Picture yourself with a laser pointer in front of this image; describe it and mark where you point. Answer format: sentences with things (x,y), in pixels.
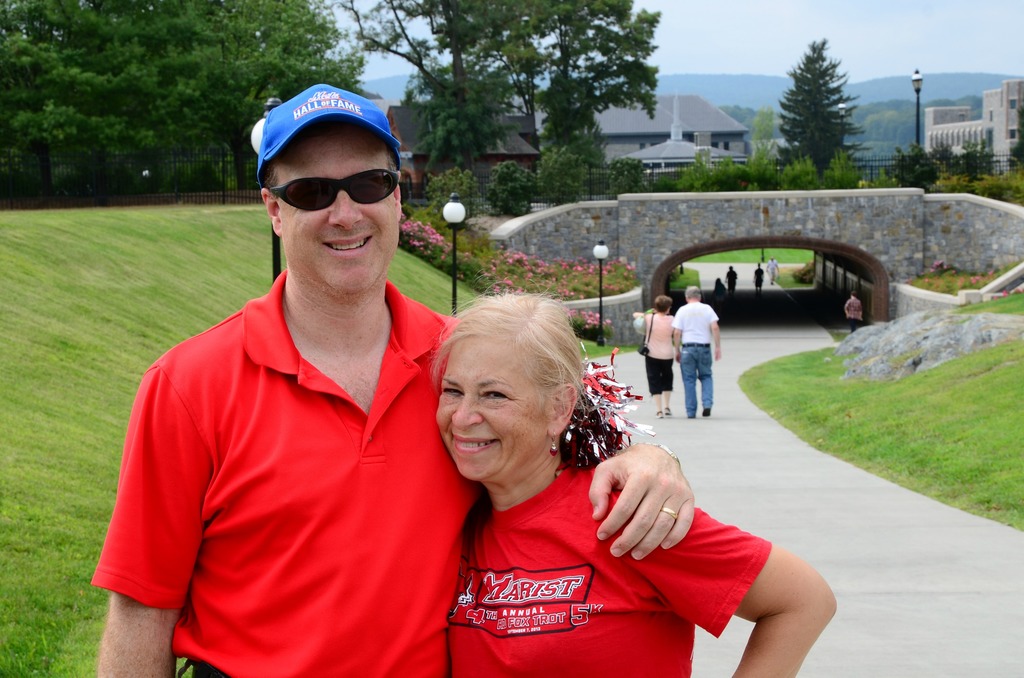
In this picture in the front (319,301) there are persons (427,414) standing and smiling. In the center (680,319) there are flowers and there is grass (847,412) on the ground (722,431) and there are persons (679,339) walking. In the background (690,235) there is a bridge (673,259), there are persons (852,294), there are buildings (670,140) and there are mountains (720,97) and there is a fence (157,179) and the sky (850,48) is cloudy and there are flowers (545,275).
